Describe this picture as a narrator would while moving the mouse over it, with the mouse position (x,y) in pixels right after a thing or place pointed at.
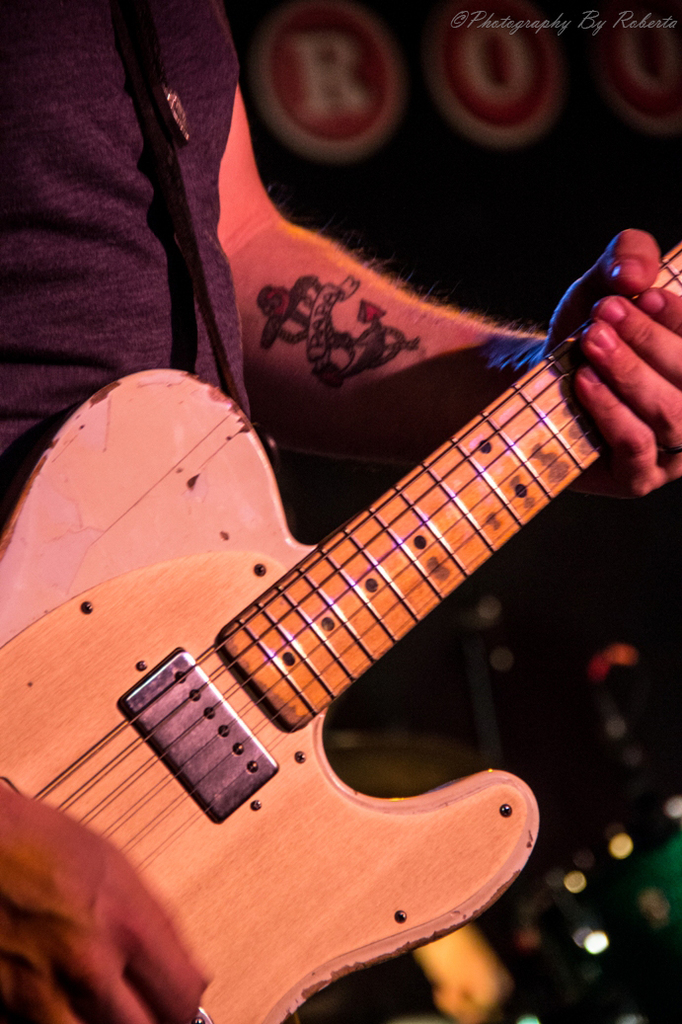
Here we can see a person (60,208) holding a guitar (18,572) and playing a guitar (18,548) and he is having a tattoo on his hand (377,412).
